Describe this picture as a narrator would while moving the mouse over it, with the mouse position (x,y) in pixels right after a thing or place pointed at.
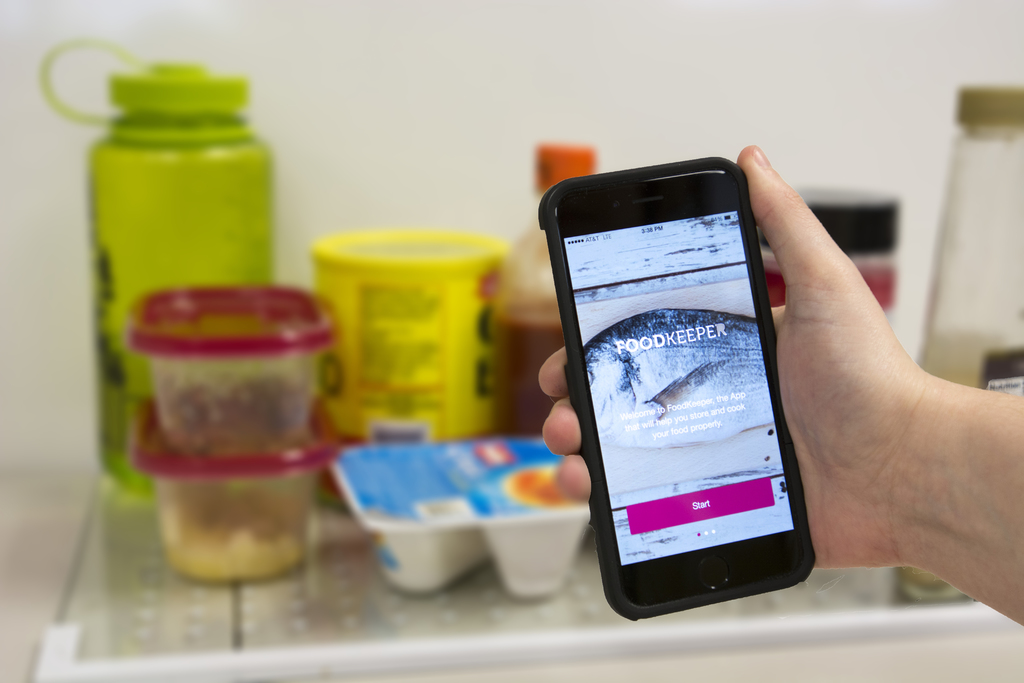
In this image I can see a hand (874,380) of a person (885,413) holding a phone (740,294). In the background (161,483) I can see few bottles (130,485) and boxes (169,467).
